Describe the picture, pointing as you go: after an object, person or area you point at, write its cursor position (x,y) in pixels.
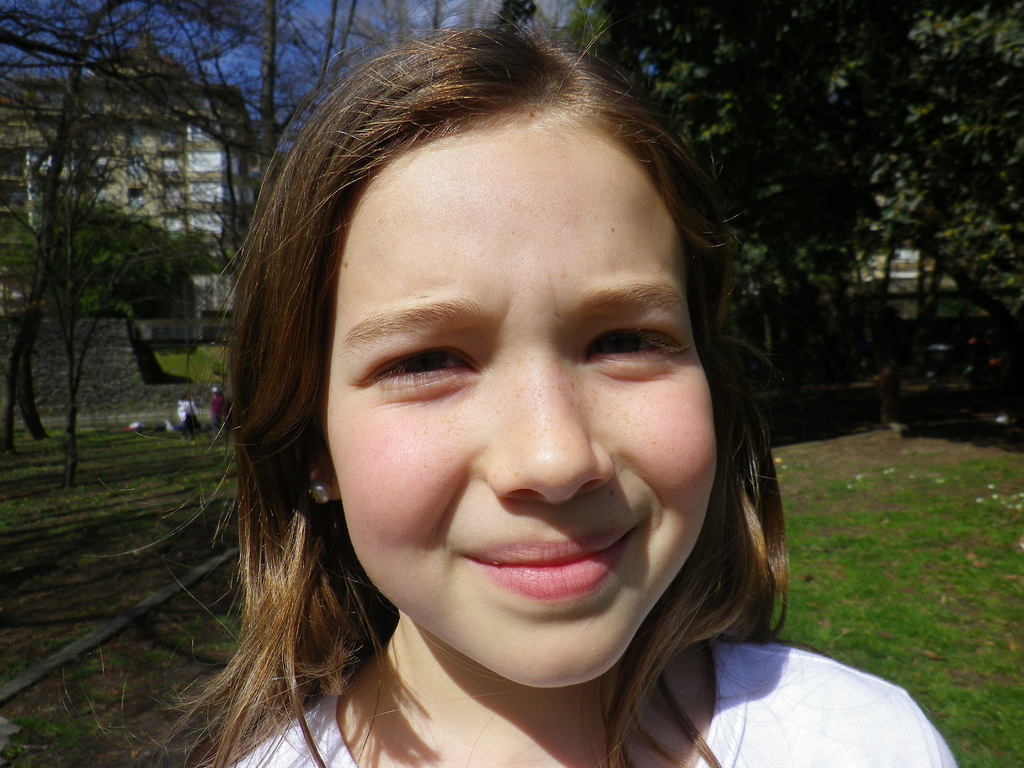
In front of the picture there is a girl (446,499), behind her at the bottom (872,527) there is grass (866,539). In the background (344,60) there are trees (65,113), building (140,167), wall (171,397) and people (187,406). Sky (193,58) is sunny.
